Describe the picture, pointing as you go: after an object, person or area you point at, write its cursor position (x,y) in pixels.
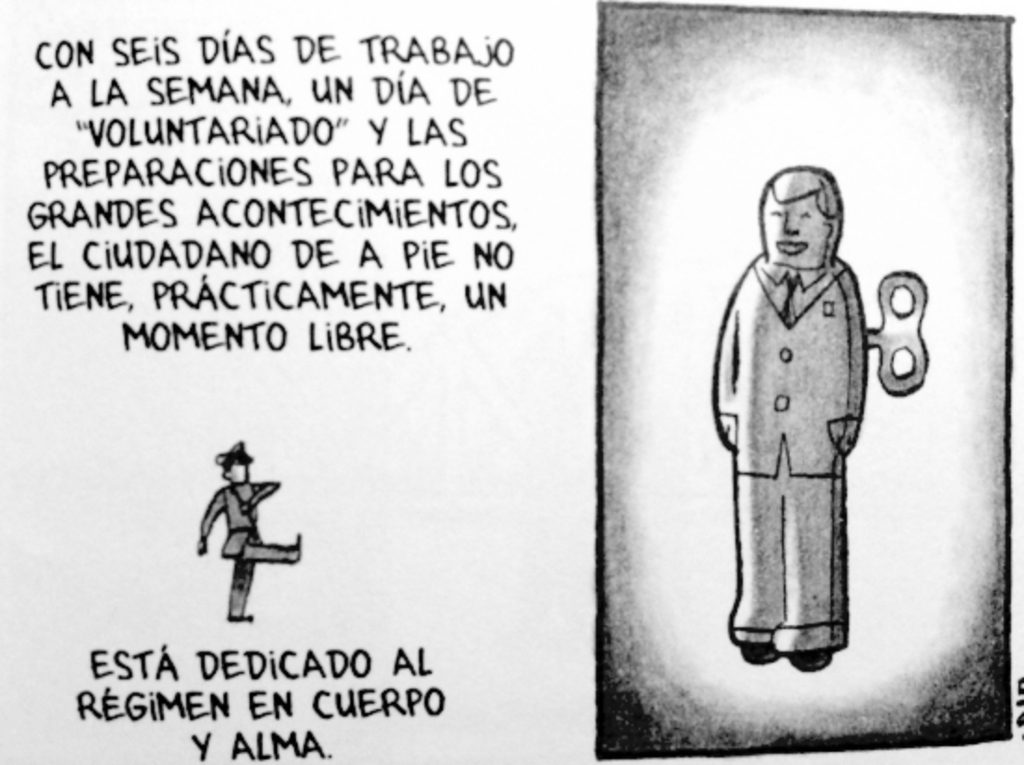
In this image we can see two cartoons (802,317) is drawn and some text (350,206) written with black ink (186,662).
